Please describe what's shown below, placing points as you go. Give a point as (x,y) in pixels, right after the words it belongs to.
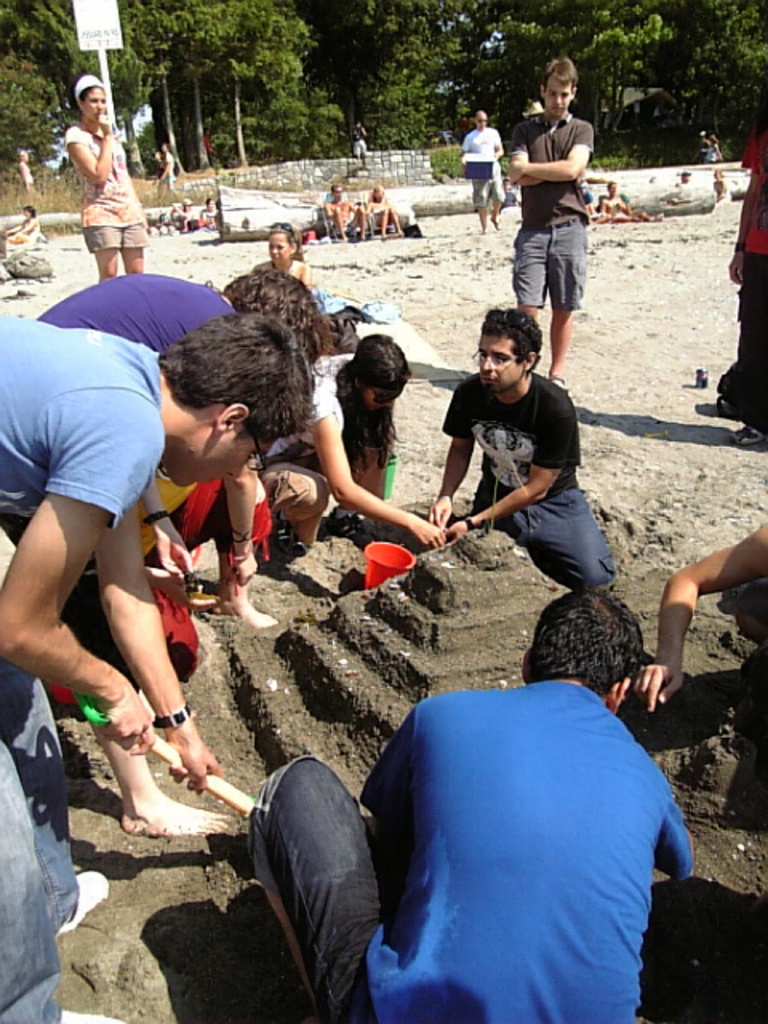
In the image there are a group of people (221,462) constructing something with sand (360,659) and behind them there are few other people (370,214) and in the background (207,58) there are trees (322,63).
